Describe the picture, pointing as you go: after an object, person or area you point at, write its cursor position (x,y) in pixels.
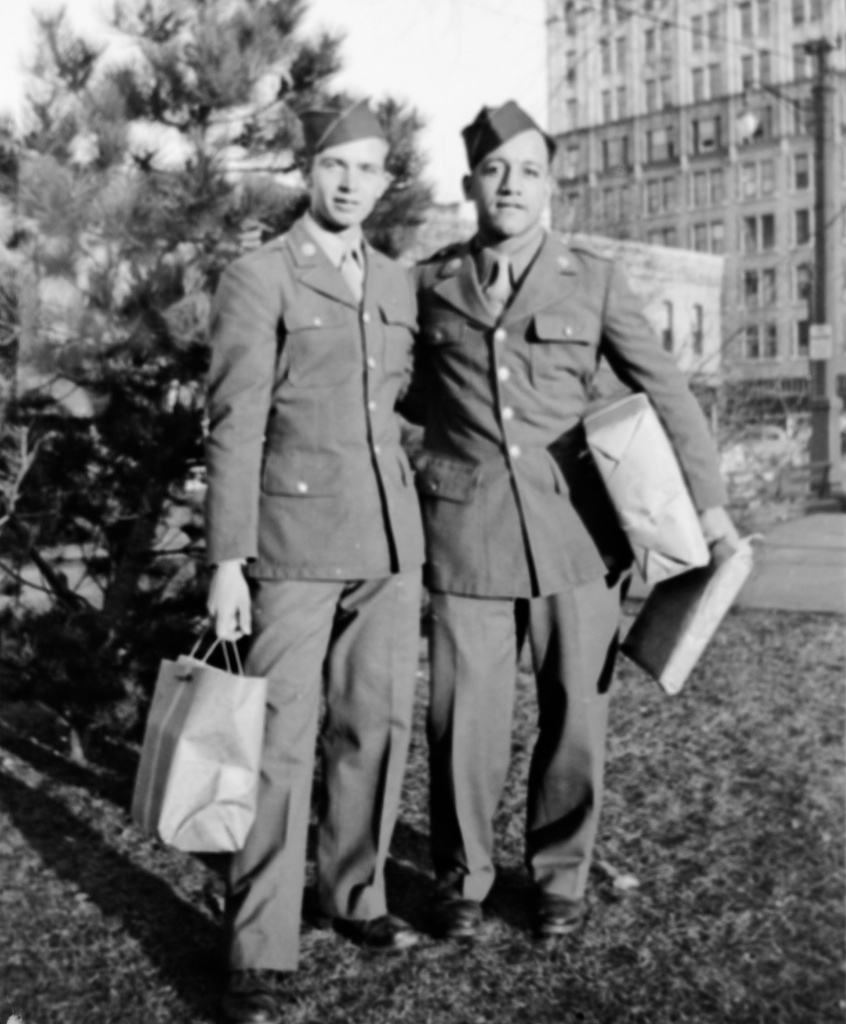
This is a black and white image in this image in the center (420,551) there are two persons (438,582) who are standing and they are holding some bags (660,510), in the background (203,219) there is one tree (169,210) and buildings (736,82). At the bottom (408,953) there is grass (408,953).
